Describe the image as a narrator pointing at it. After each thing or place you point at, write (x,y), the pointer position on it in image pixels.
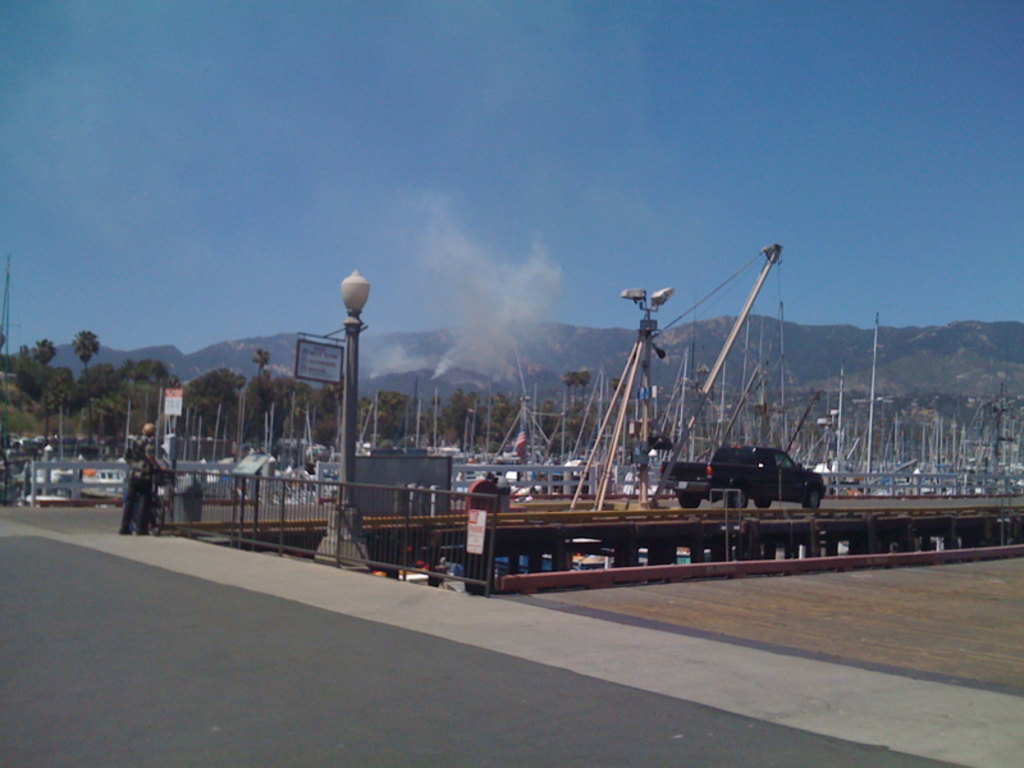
In this image I can see a vehicle (748,481) on the bridge (736,526). I can see a poles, boards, flag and light pole (348,317). In front (151,486) I can see a person (146,453) and fencing (304,527). Back I can see a trees (154,376) and mountains (794,387). The sky (449,163) is in white and blue color.
